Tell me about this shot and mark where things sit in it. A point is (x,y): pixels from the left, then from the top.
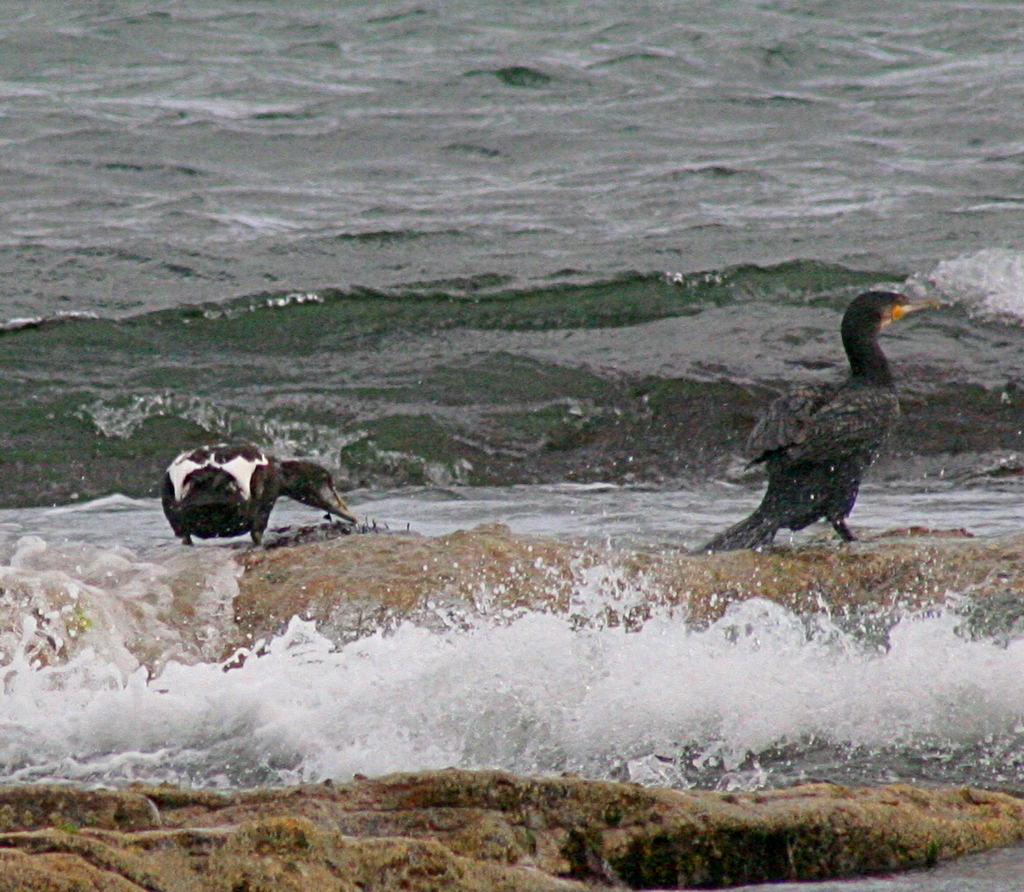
In this image there are a duck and a cormorant (824,461) on the rock (937,561). In the background (592,346) there is water (411,323).
